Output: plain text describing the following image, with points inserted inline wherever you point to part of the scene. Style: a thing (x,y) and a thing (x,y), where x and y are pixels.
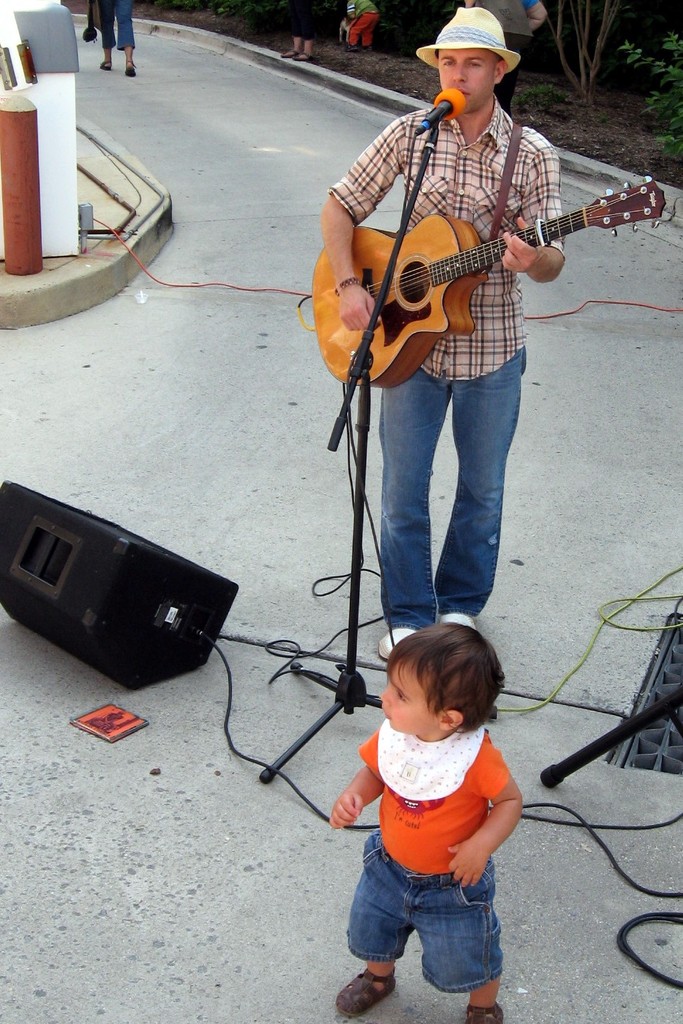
In the image we can see there is a man (500,63) who is holding guitar (430,322) in his hand (525,269) and there is a little kid (468,845) who is standing on the ground (408,964) over here there is a speaker (150,566).
